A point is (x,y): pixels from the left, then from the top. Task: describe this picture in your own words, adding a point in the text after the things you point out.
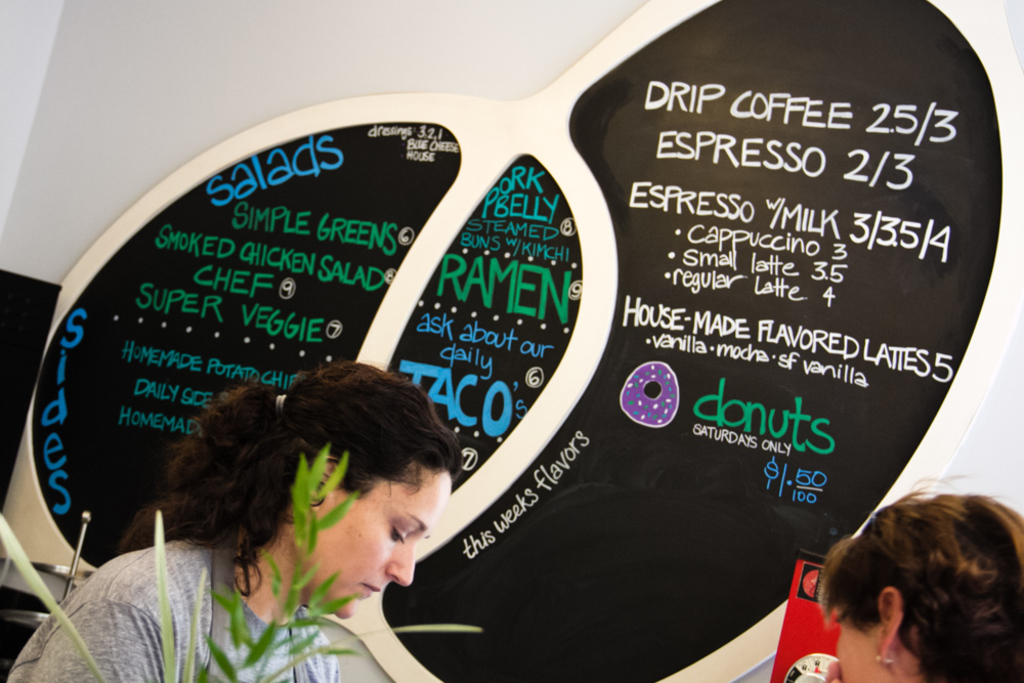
In the bottom (337,612) there is a women (387,526) who is wearing grey t-shirt (134,566) and she is sitting near to the table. On the bottom right corner (960,611) there is another woman (956,619) who is sitting near to the board (377,658). In the background (552,311) we can see the board (499,201) which representing the prices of the food items (769,204).
